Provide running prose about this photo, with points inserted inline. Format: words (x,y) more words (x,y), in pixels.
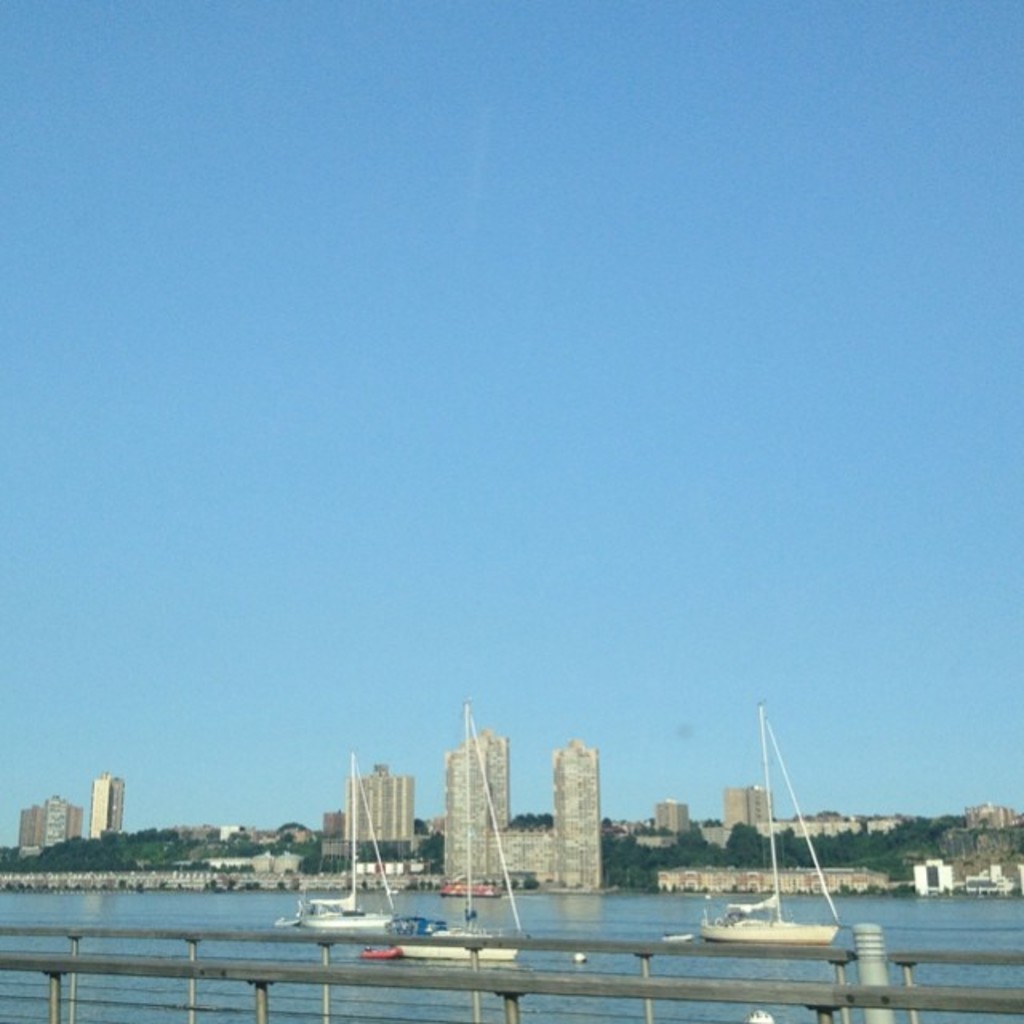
There are boats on the water surface (269,900), it seems like a boundary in the foreground area of the image (634,941), there are buildings (372,814), trees (751,848) and the sky (632,728) in the background (686,388).
